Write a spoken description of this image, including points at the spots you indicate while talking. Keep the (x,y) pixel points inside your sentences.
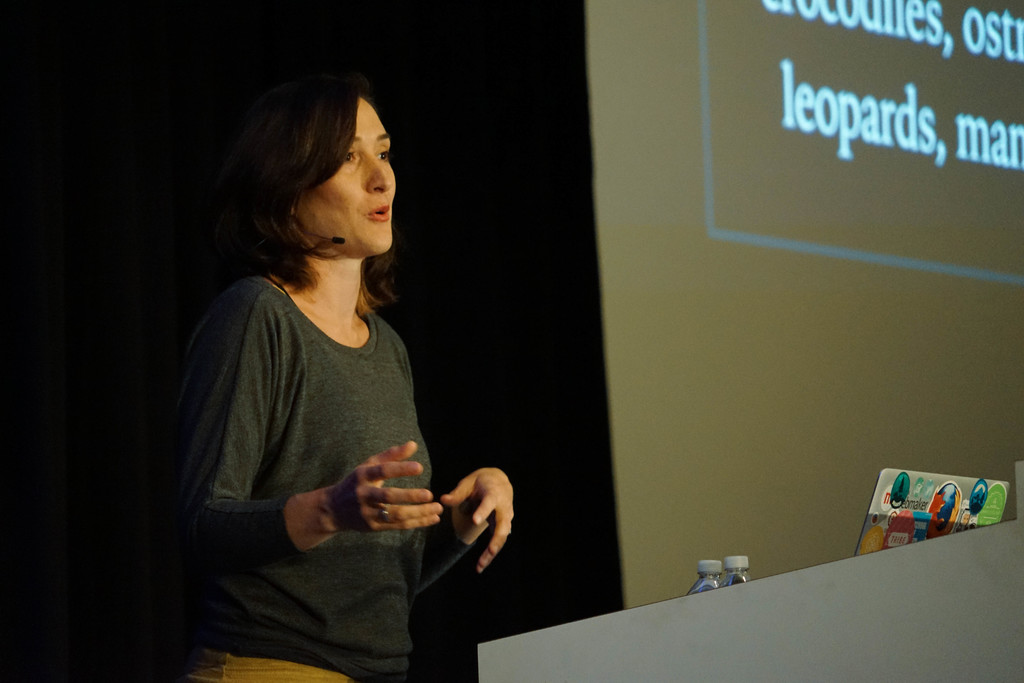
This picture shows a woman (371,471) standing at a podium (980,662) and we see a projector screen (644,167) and couple of Water bottles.
